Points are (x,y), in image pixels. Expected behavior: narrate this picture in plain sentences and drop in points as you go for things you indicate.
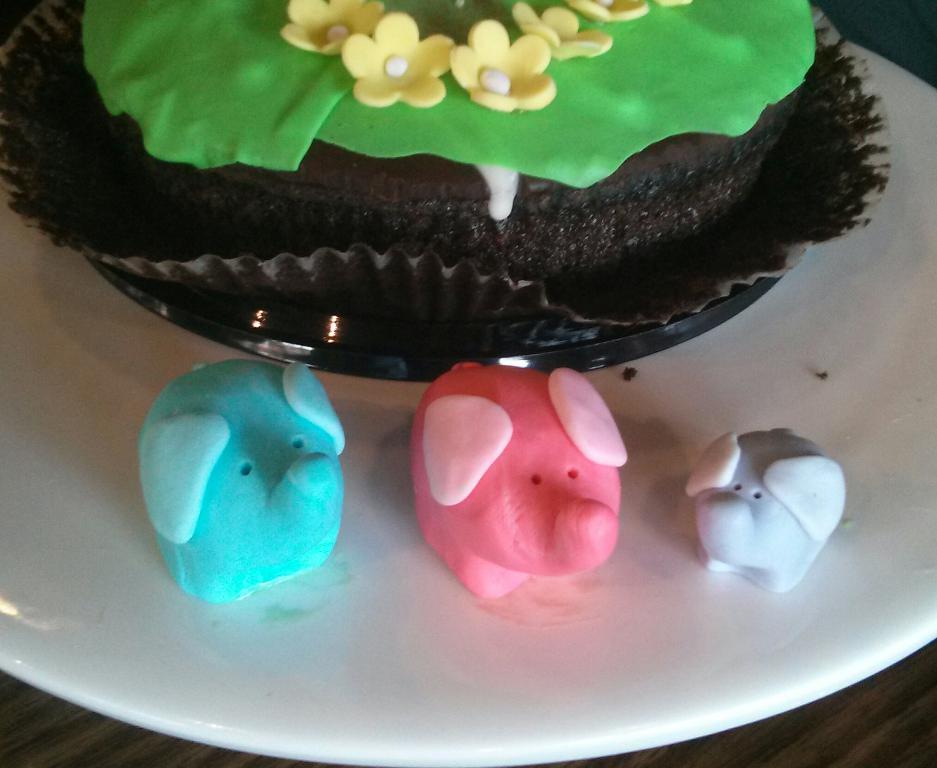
At the bottom of the image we can see table (79,718), on the table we can see a plate (58,462). On the plate (936,486) we can see some food (399,75).
